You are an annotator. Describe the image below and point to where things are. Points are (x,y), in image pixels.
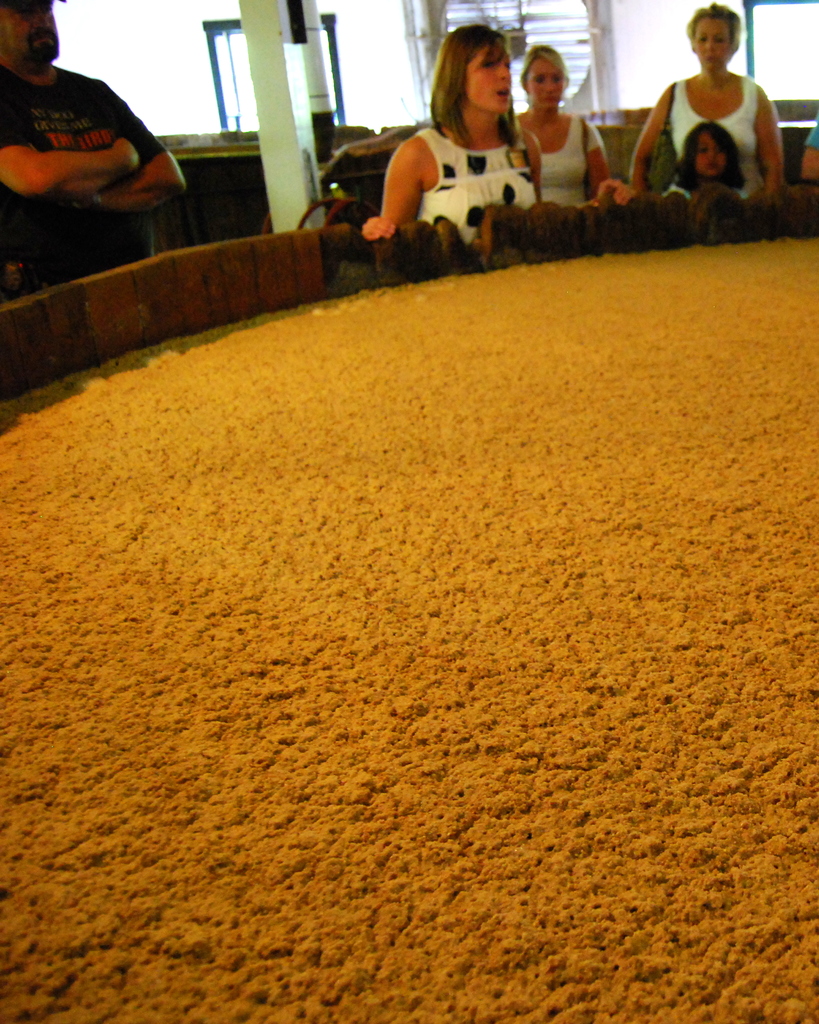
In this container (258,312) we can see food (77,510). There are people (399,163) standing. In the background (262,112) we can see pillar (262,112) and windows (750,39).
